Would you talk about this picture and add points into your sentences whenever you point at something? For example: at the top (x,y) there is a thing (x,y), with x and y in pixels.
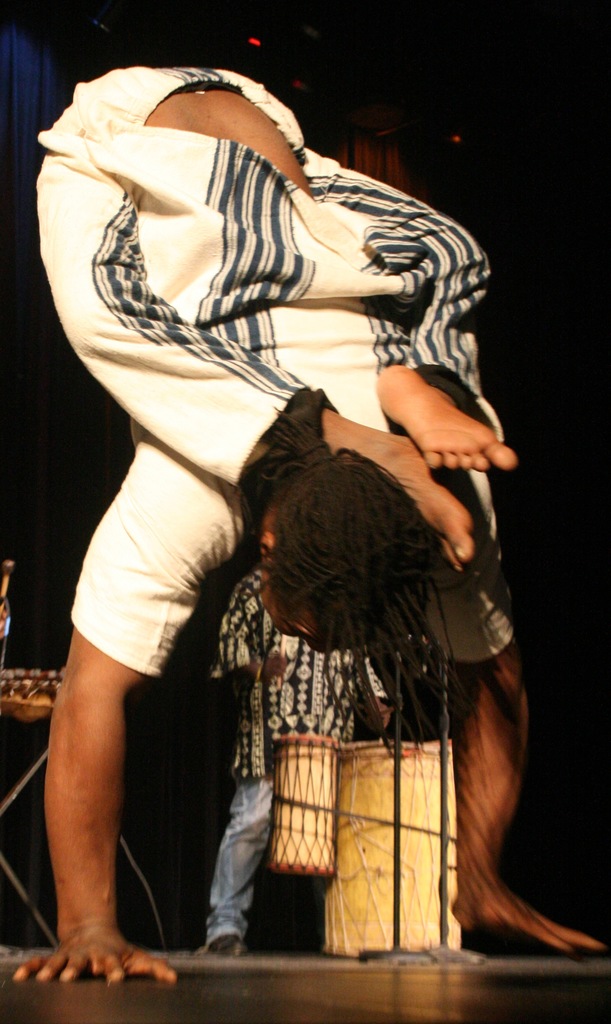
In this image I can see two persons (334,596) on the floor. In the background (280,834) I can see musical instruments (375,837). The background of the image (583,632) is dark.
